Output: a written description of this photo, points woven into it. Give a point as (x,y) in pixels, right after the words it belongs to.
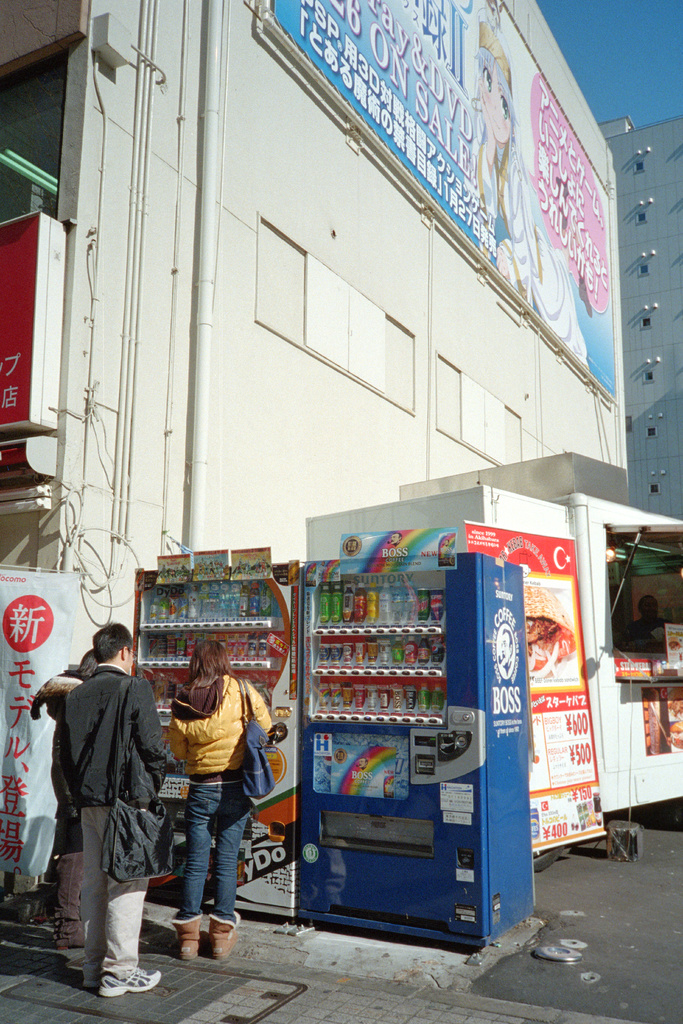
In this image we can see people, vending machines (330,747), banners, road (554,886), and a stall (592,763). In the background (18,264) we can see boards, buildings (299,378), and sky (614,80).
